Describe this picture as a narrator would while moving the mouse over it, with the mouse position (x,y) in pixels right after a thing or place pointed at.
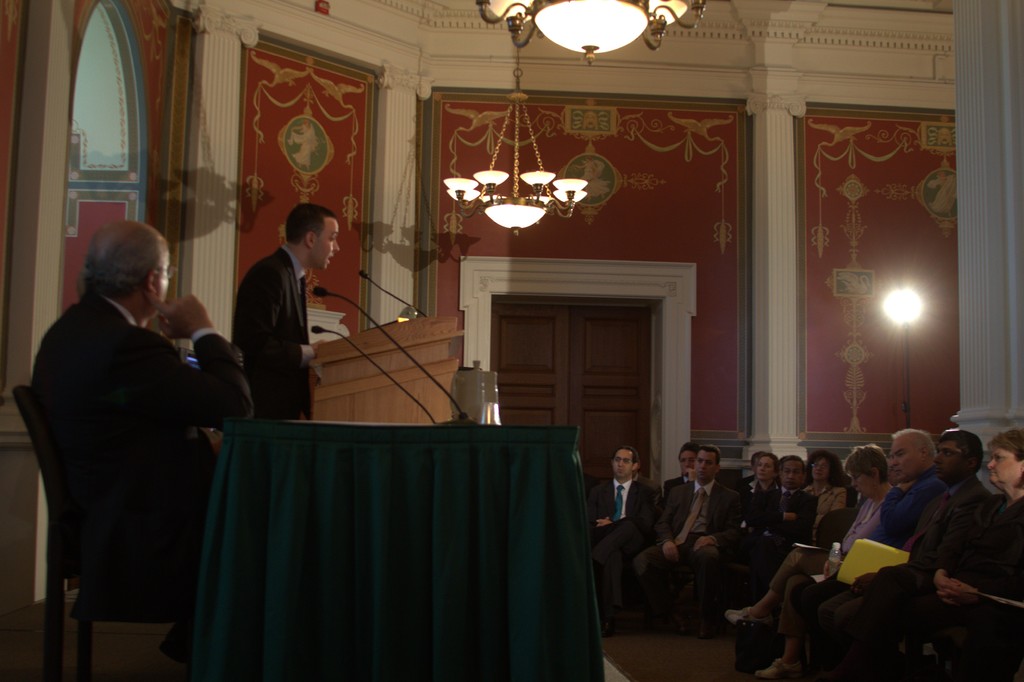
In the foreground of this image (416,551), on the left (154,475), there is a man (131,502) sitting on the chair (47,464) in front of a table (395,496) on which two mics (461,423) and an object (481,394) are placed. Behind him, there is a man (278,314) standing near a podium (423,320) on which there is a mic (410,305). On the right (989,520), there are persons (821,555) sitting on the chairs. In the background (779,202), there is a wall (548,145), light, two chandeliers (566,15) and the door (574,367).
